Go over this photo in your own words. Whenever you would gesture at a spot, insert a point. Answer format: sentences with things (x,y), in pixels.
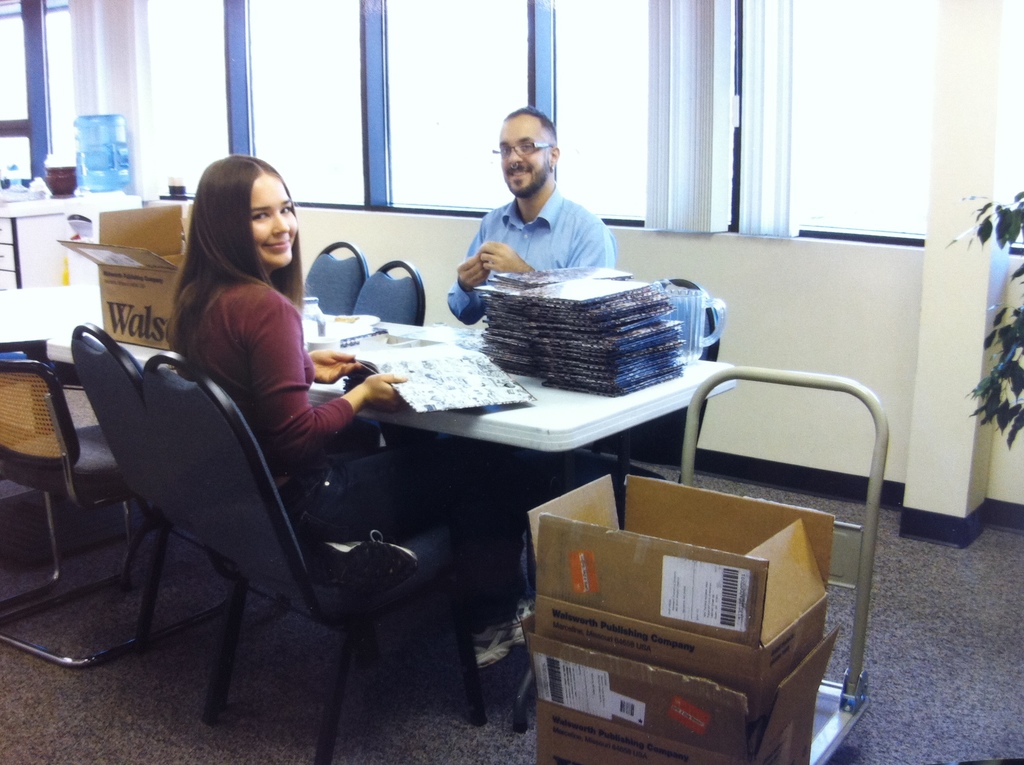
This picture is taken in a room (331,628). There are two persons (344,422) sitting besides a table (536,443). one woman (396,449), she is wearing a maroon shirt (266,327) and another man (516,166), he is wearing a blue shirt (552,218) and spectacles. In the right bottom (739,546) there is a cardboard box (623,763). Towards the right (981,194) there is a plant (996,394), towards the left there is a bottle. In the background (238,56) there is a wall (788,263) with windows (379,33).
